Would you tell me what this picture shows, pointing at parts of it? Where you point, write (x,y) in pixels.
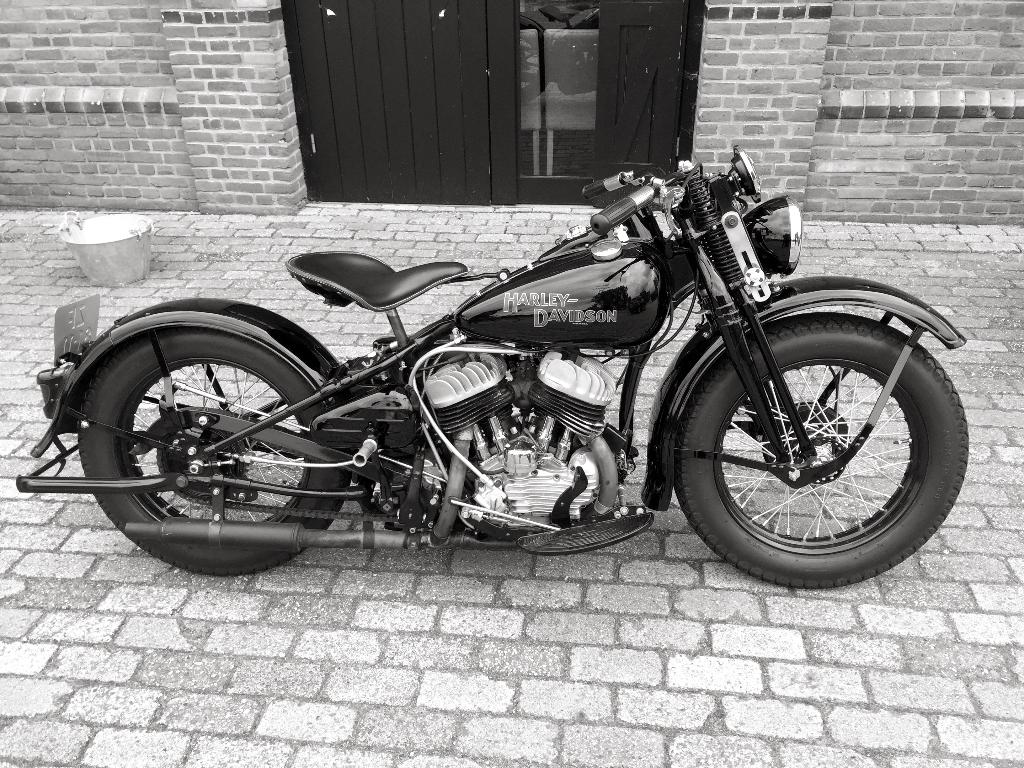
In this image there is a bike (747,298) parked on the road (980,699) in front of the building (911,119), where we can see bucket (144,229).
